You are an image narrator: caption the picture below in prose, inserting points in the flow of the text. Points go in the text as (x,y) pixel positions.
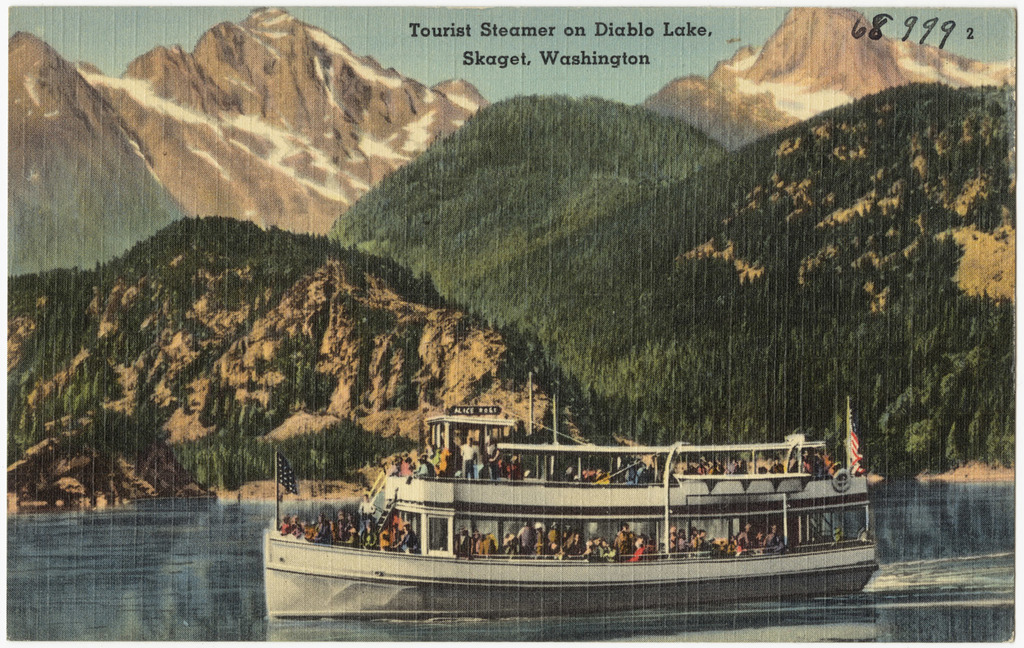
In this image there is a painting (439,485), in the painting (578,498) there are a few people (325,535) on the boat (718,491), the boat (277,568) is on the river (149,535), there are flags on the boat (332,558), behind the river (26,588) there are mountains (329,212), at the top of the painting (447,50) there is some text (652,25) and numbers (895,39).
